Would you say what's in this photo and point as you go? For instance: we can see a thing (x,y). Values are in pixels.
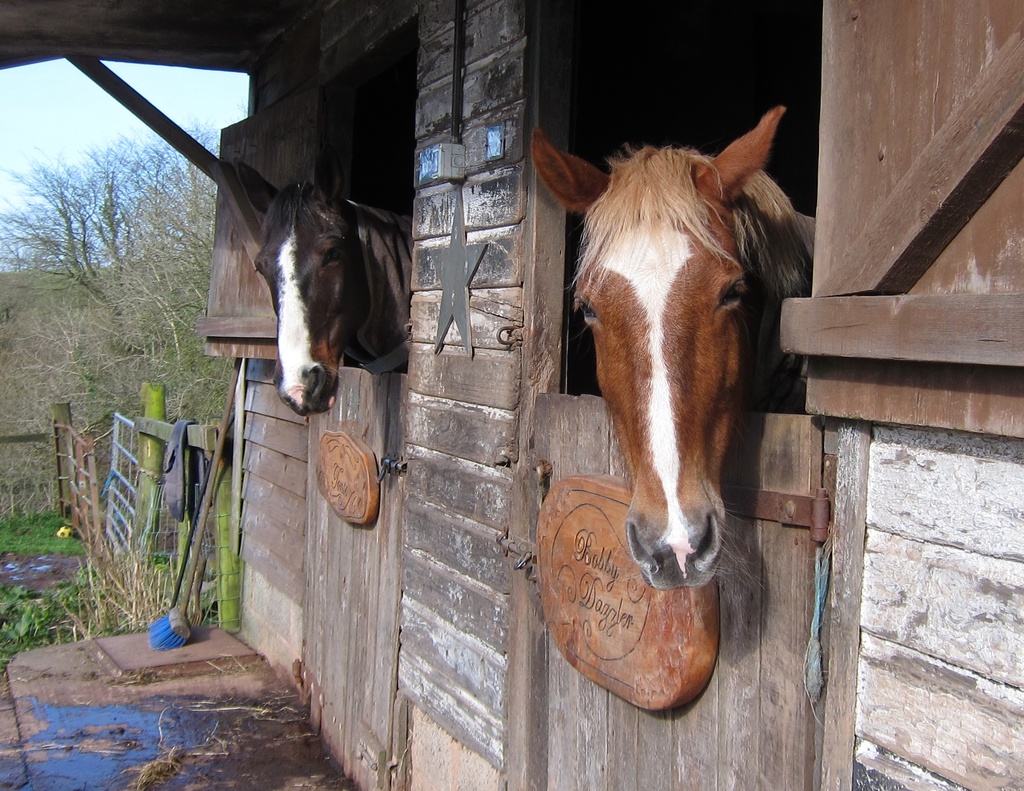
On the right (702,560), there are two horses (364,262) in a building (971,291) which is having wooden doors (945,168). Beside this building (362,555), there is a fence (154,533). In the background (187,288), there are trees (99,299) and there is sky (65,105).
